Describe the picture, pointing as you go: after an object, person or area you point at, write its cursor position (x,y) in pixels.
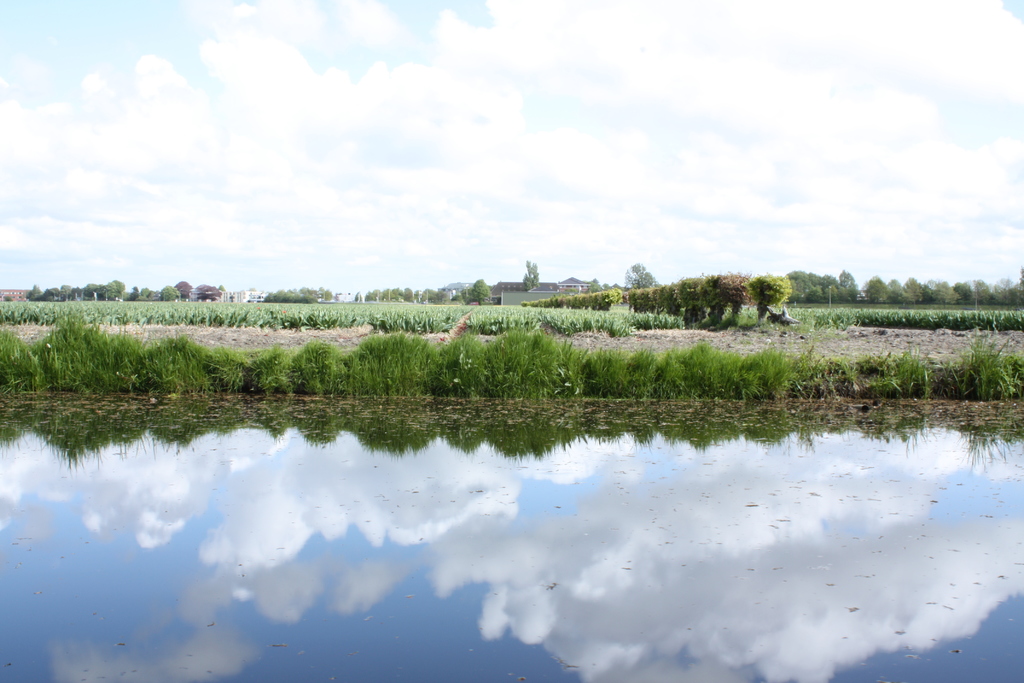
In the foreground of this image (686,653), in the water (640,627), there is reflection (399,561) of sky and the cloud (593,579). In the background (348,356), there is grassland (730,366), crops (540,308), few shrubs (740,308), trees (530,281), houses (251,297), sky (292,146) and the cloud (292,146).
